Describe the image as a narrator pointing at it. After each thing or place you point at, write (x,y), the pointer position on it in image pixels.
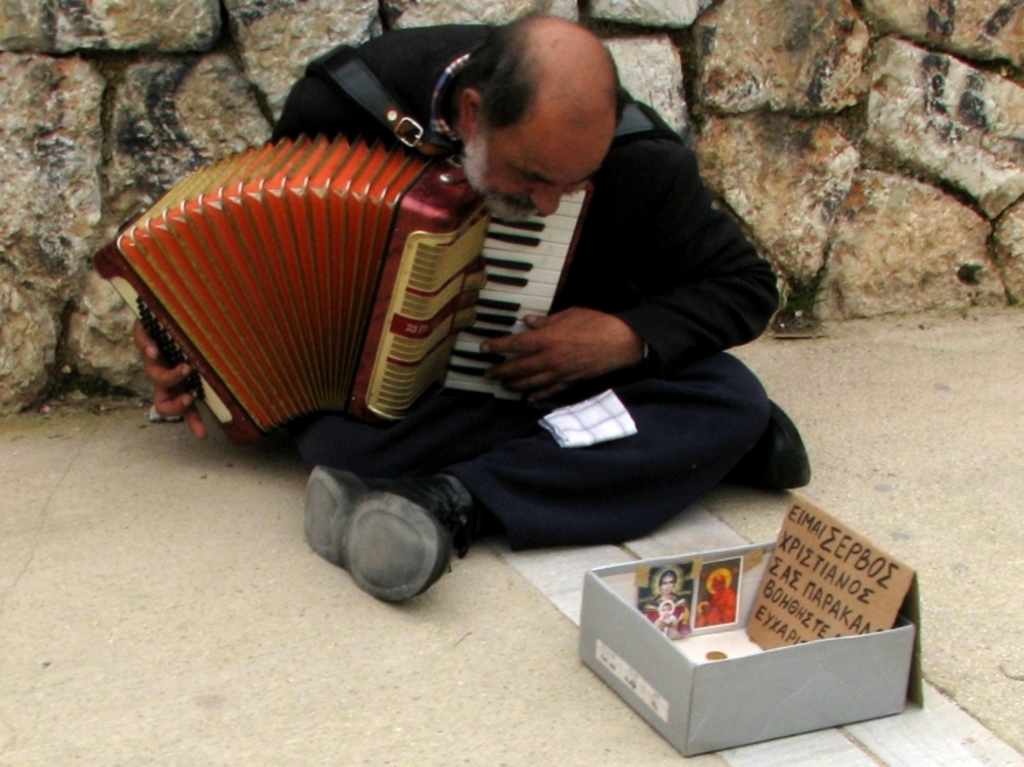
In this image there is a person (572,184) sitting on the floor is playing some musical instrument (426,277), in front of the person (580,527) there is a box (735,660). In the box (738,677) there is a coin (715,653) and cardboard (810,607) with some text (807,580) written in it, behind the person (492,412) there are rocks (872,121).
